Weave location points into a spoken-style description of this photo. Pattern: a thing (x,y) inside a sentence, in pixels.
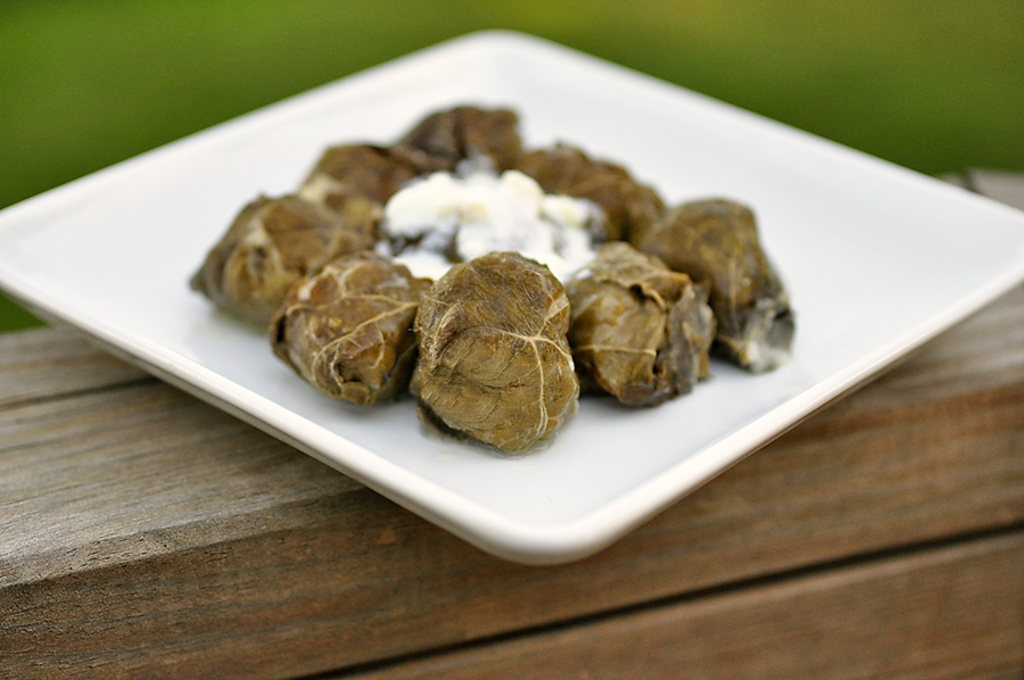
In this image there is a food item (418,258) on the plate (637,152), on the wooden board (1010,653), and there is blur background (35,75).
